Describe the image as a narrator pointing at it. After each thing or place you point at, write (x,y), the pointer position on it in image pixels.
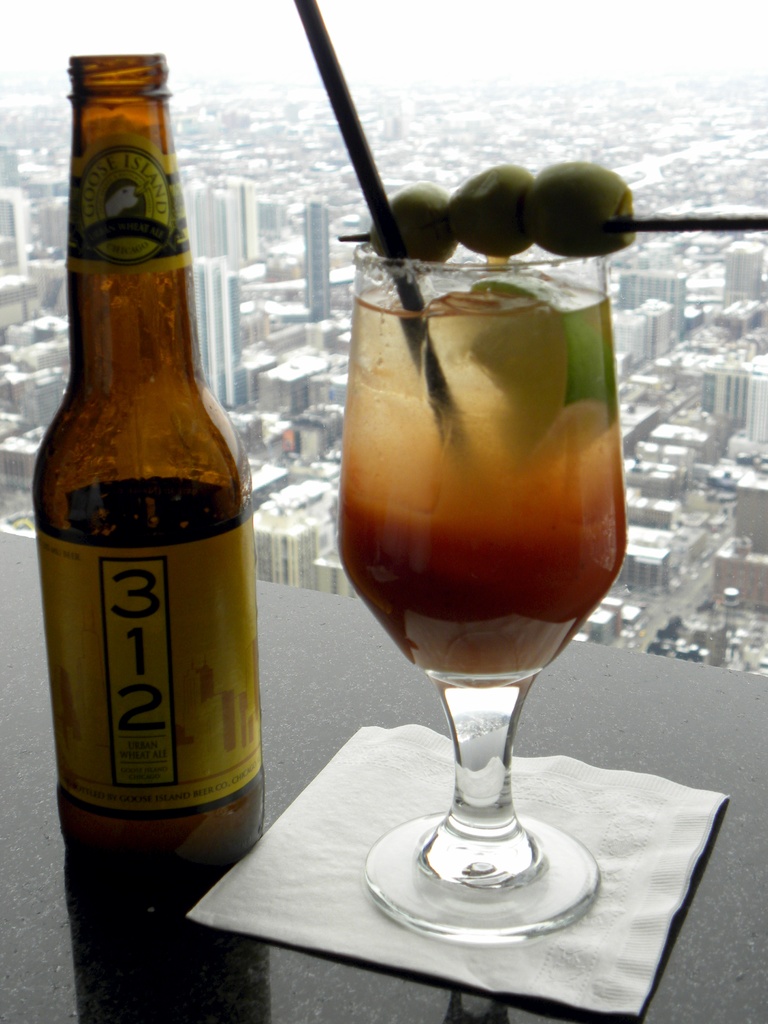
The picture is taken on the top floor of a building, there is a table (350,619) on the table (602,652) there is a bottle (224,524) beside the bottle (74,121) there is some drink (413,358) in the glass (470,434), in the background (259,166) there are lot of buildings (318,198) outside the window (234,232).
